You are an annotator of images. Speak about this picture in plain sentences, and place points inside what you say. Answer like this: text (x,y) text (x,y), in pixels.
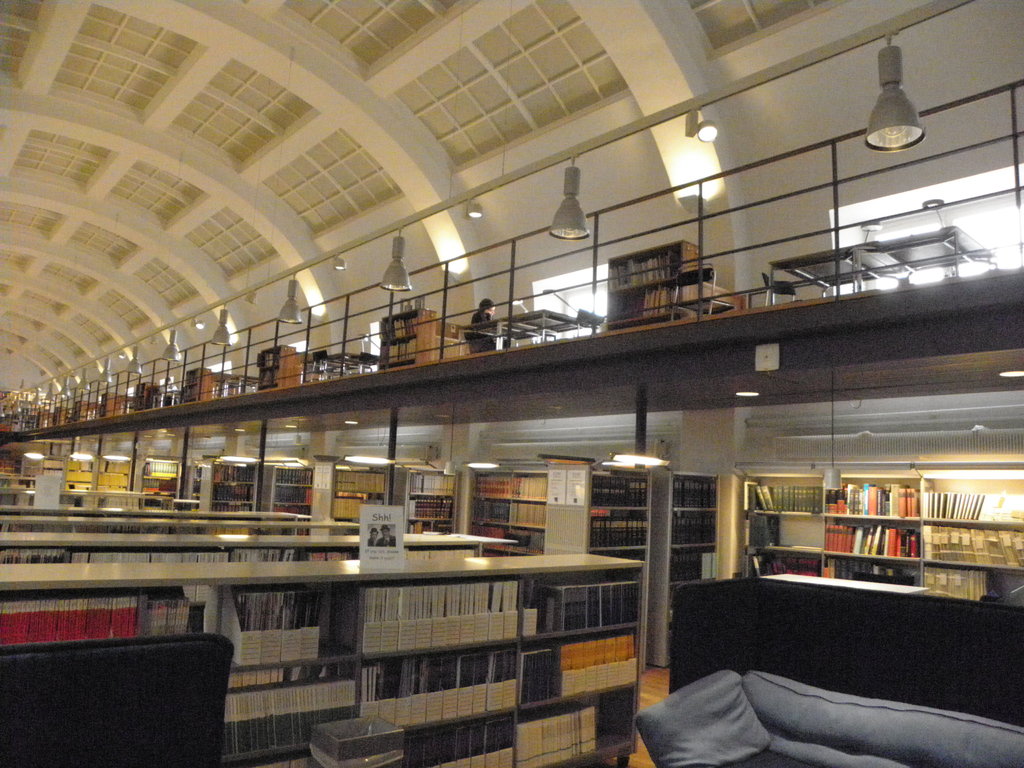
In this picture there are plenty of books (452,550) in the shelves (797,514). There is a person (472,322) sitting on the chair (471,339). There is a picture (368,542) on the rack (509,575). There is a desk (495,324). There are lights (630,455).
